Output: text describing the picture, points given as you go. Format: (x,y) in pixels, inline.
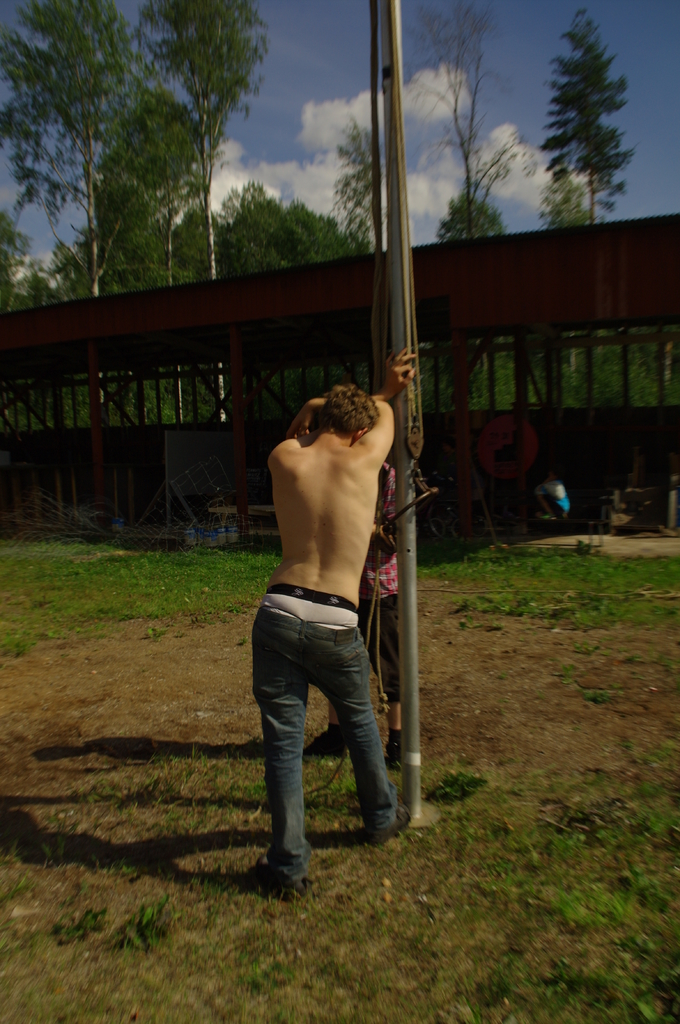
In the picture we can see some grass surface (438,903) with some path (622,699) and on it we can see a pole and a man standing without the shirt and touching it and behind the pole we can see some shed construction (624,407) with poles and behind it we can see trees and sky (537,1) with clouds (412,208).
